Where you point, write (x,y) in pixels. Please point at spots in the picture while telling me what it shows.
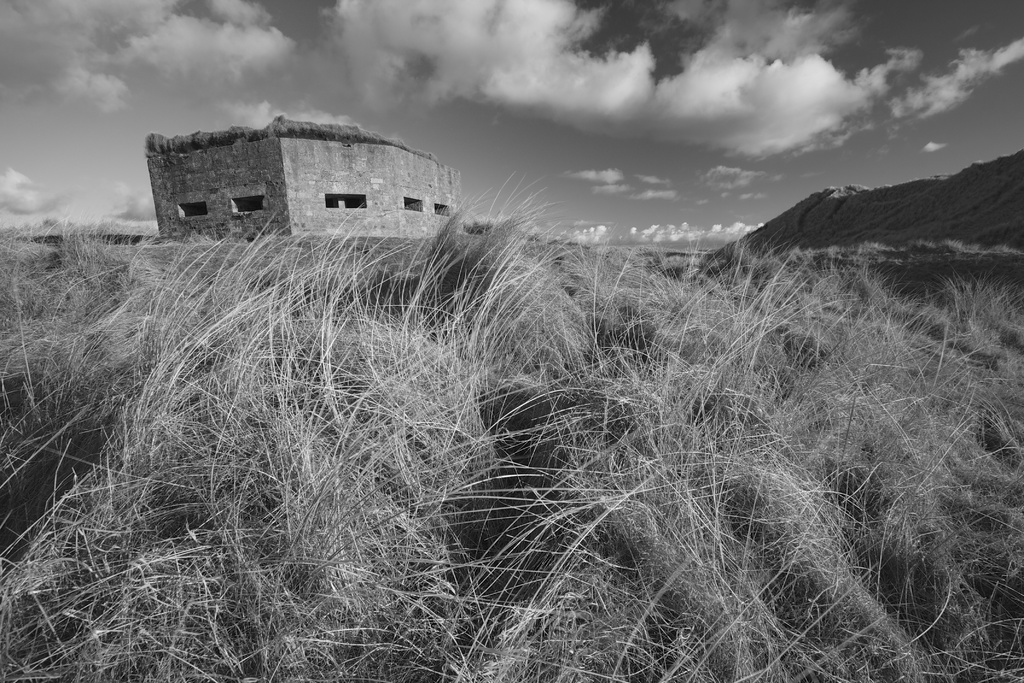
In this image I can see the grass (547,484). In the background (315,201) I can see the building (348,206) and the sand heap (833,226). I can also see the clouds (497,3) and the sky (540,176) in the back (593,175).
